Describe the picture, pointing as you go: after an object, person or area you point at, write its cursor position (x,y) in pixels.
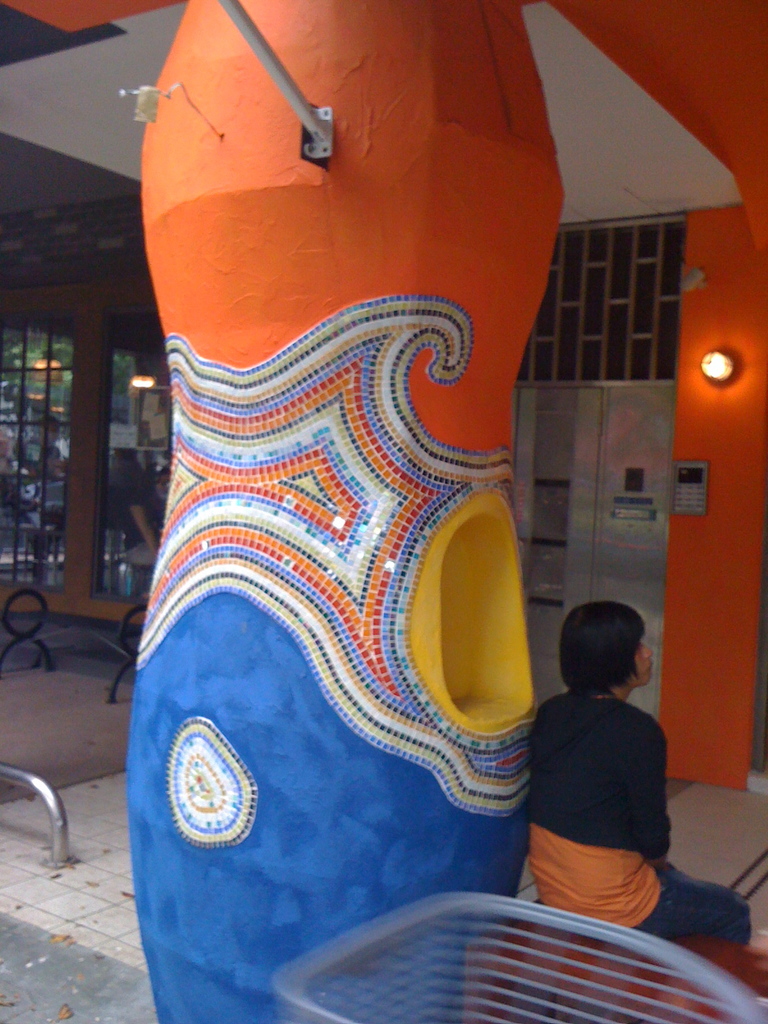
In this picture I can see a pillar (342,285) in front (395,22), on which there are designs (297,443) and beside to it I can see a person (562,658) who is sitting on a brown color thing (667,984). In the background (15,640) I can see the glasses (28,385), few rods (51,655) and I can see the light (723,361) on the right side of this picture (735,366) and I see the path (709,786).
